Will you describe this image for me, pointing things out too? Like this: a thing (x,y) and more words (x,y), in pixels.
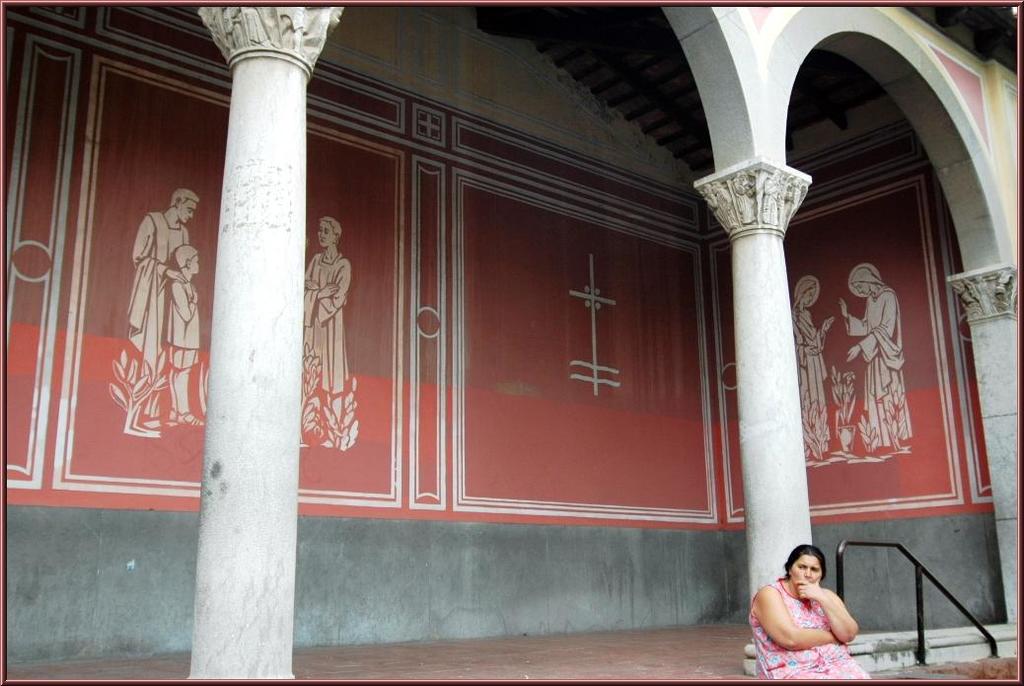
In this image I can see on the right side (820,558) a woman (821,653) is there, in the middle (601,410) there are paintings (676,316) on the wall (686,440). In the right hand side (904,548) bottom it looks like a metal rod (919,583).
